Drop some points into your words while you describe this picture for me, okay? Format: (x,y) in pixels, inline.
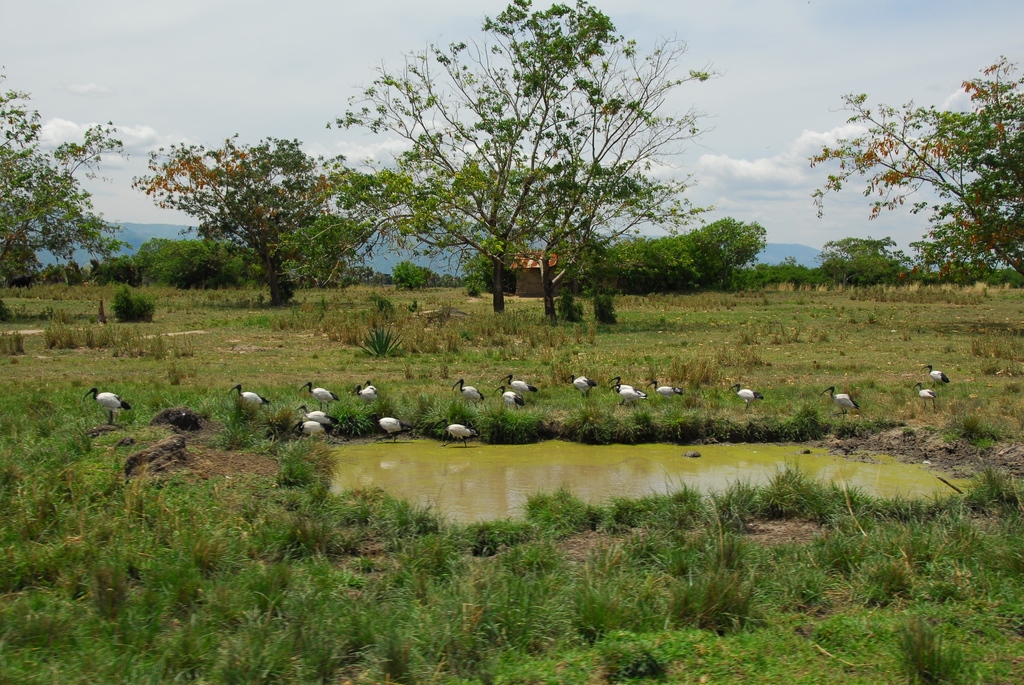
Here we can see grass (177,572), few birds (313,412) standing on the ground (471,413) and water (635,458). In the background (502,185) there are trees (12,261), a house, mountains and clouds (140,155) in the sky (142,26).
